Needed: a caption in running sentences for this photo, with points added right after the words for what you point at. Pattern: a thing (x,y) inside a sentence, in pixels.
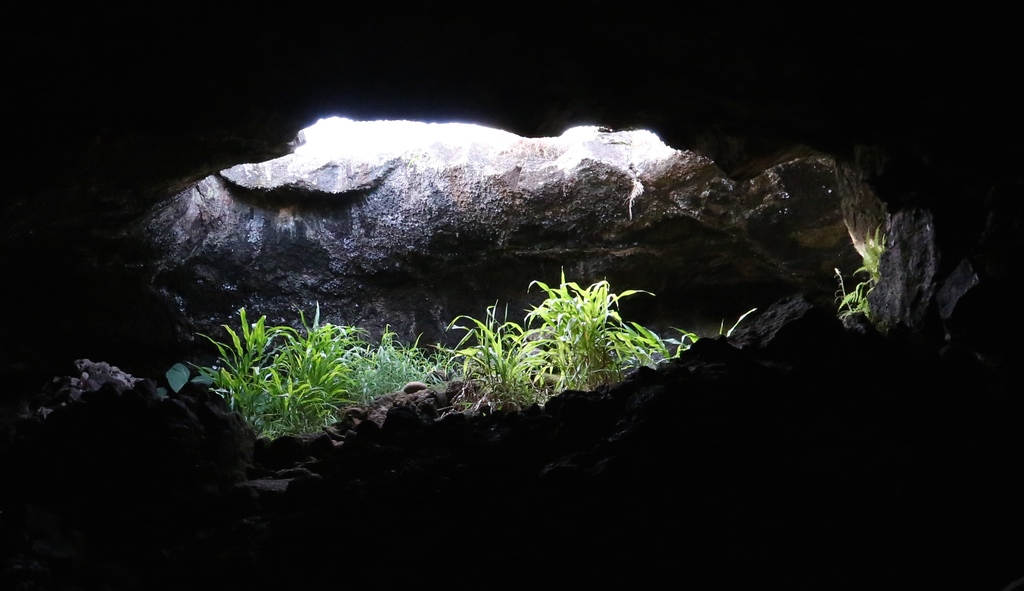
This picture is inside view of a cave (330,221). We can see some rocks (447,392) and plants (381,376) are present.
